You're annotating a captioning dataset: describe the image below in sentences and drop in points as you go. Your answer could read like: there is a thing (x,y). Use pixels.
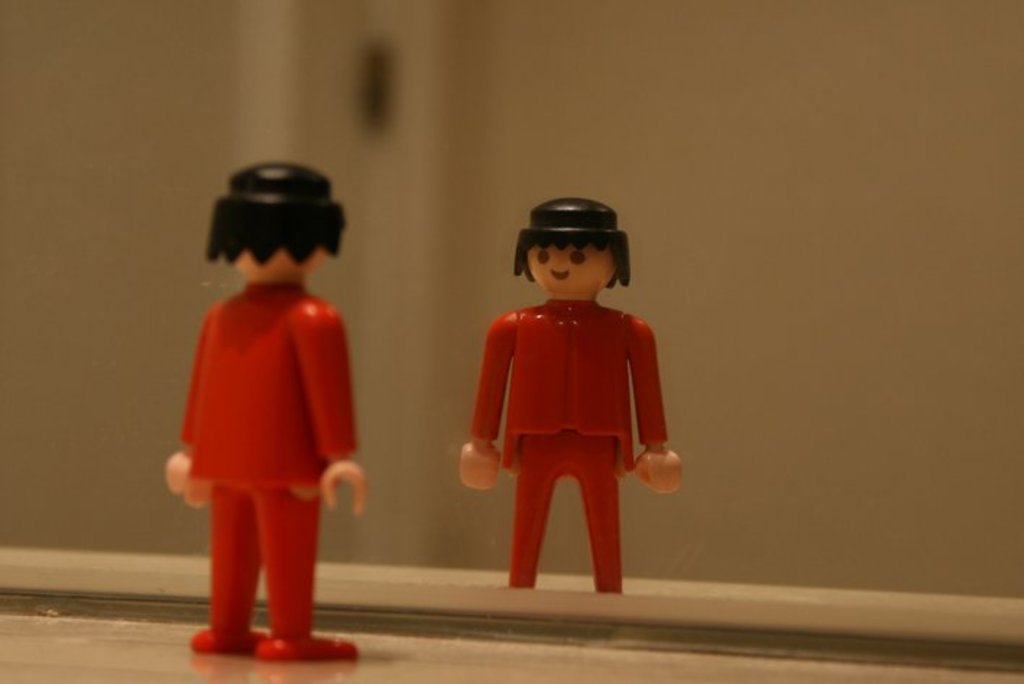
In this image we can see a toy (314,457) on the surface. Behind the toy (275,453) we can see the reflection (639,331) of the toy (243,441) and the wall (510,292) in the mirror (547,245).
